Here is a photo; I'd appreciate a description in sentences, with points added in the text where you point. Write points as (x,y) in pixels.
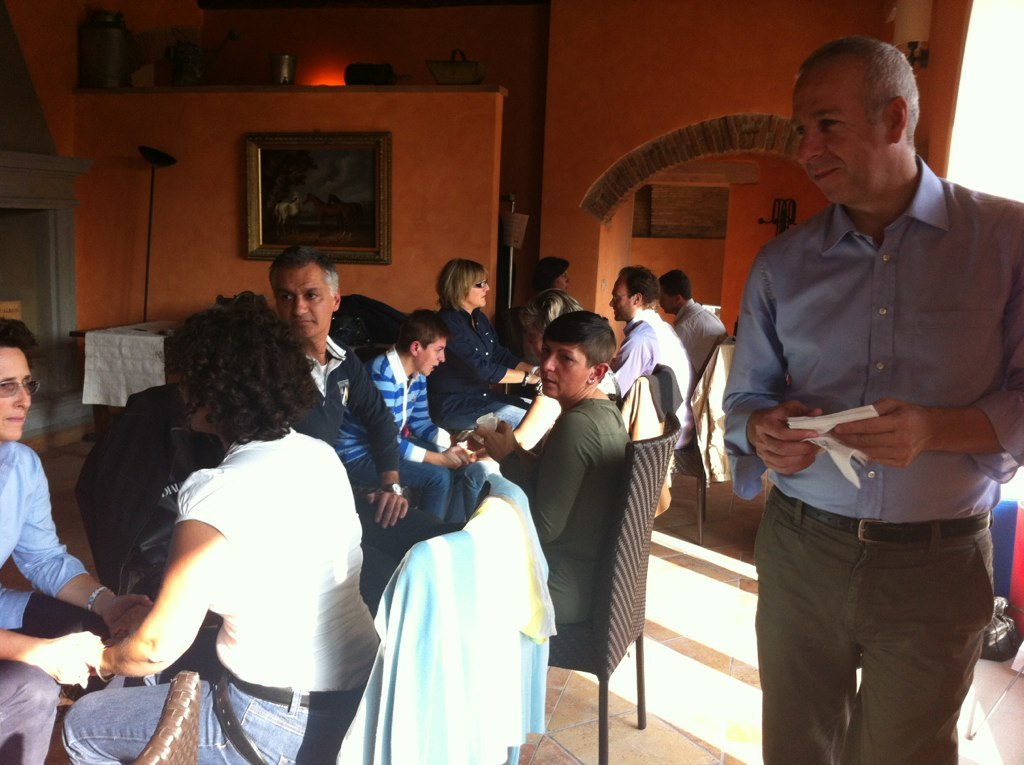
In this image there are group of persons (449,523) sitting on the chair (611,579), there is a chair (182,712) truncated towards the bottom of the image (173,747), there is a person (804,518) holding an object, there is the wall (485,128), there is a photo frame (341,203) on the wall (271,122), there are objects (96,64) in the wall (318,73), there is an object (40,201) truncated towards the left of the image (18,175), there is a person (22,568) truncated towards the left of the image (19,533), there is an object (994,557) towards the right of the image (997,579), there is an object (920,22) towards the top of the image (913,25).
